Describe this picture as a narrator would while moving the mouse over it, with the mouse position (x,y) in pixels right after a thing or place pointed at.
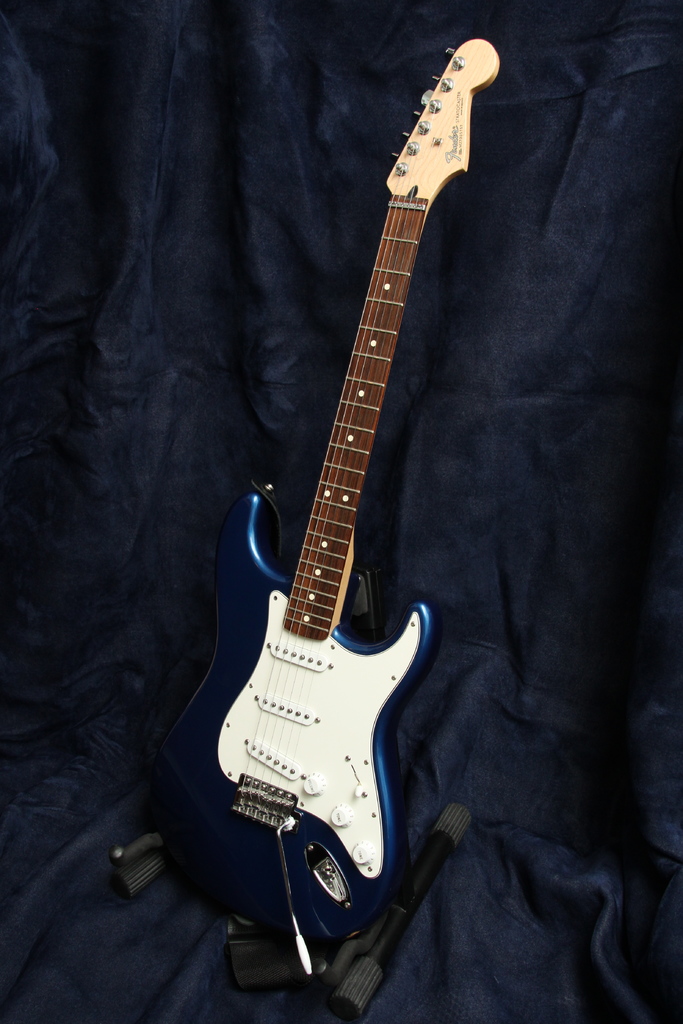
In this image I can see a guitar (307,731) on a stand (282,948) with some objects (287,973) beside the guitar (318,828).
